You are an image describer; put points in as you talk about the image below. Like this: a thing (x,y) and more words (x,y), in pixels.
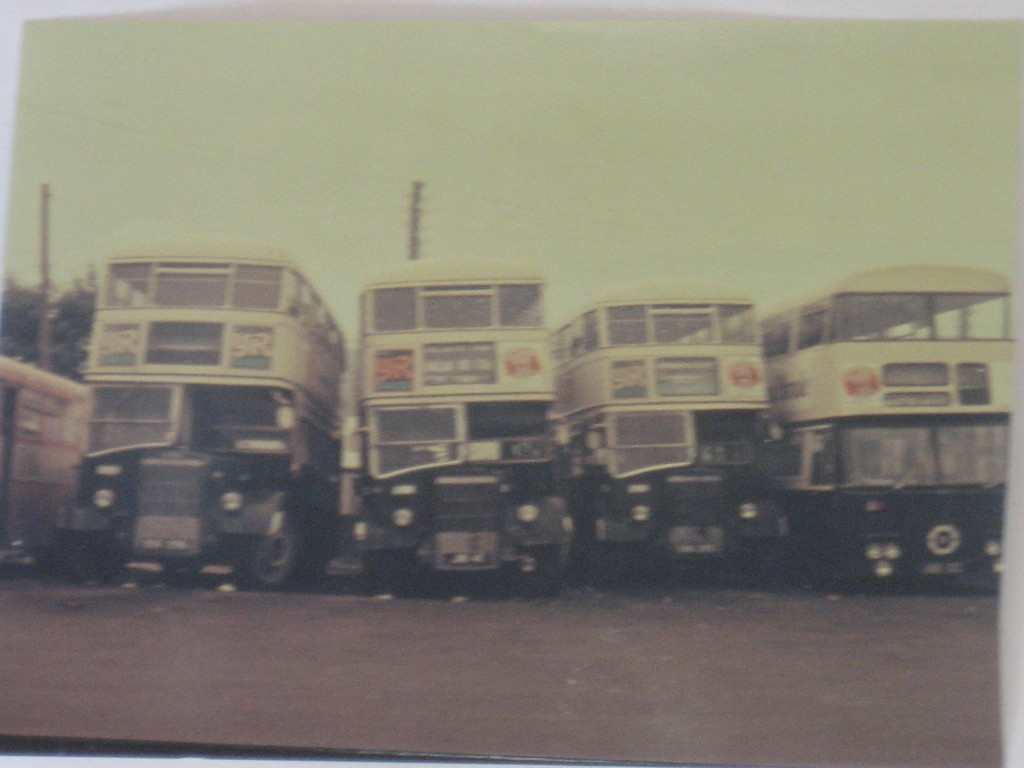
There are four double decker buses (565,435) and there is a tree (75,343) in the left corner (48,334).
